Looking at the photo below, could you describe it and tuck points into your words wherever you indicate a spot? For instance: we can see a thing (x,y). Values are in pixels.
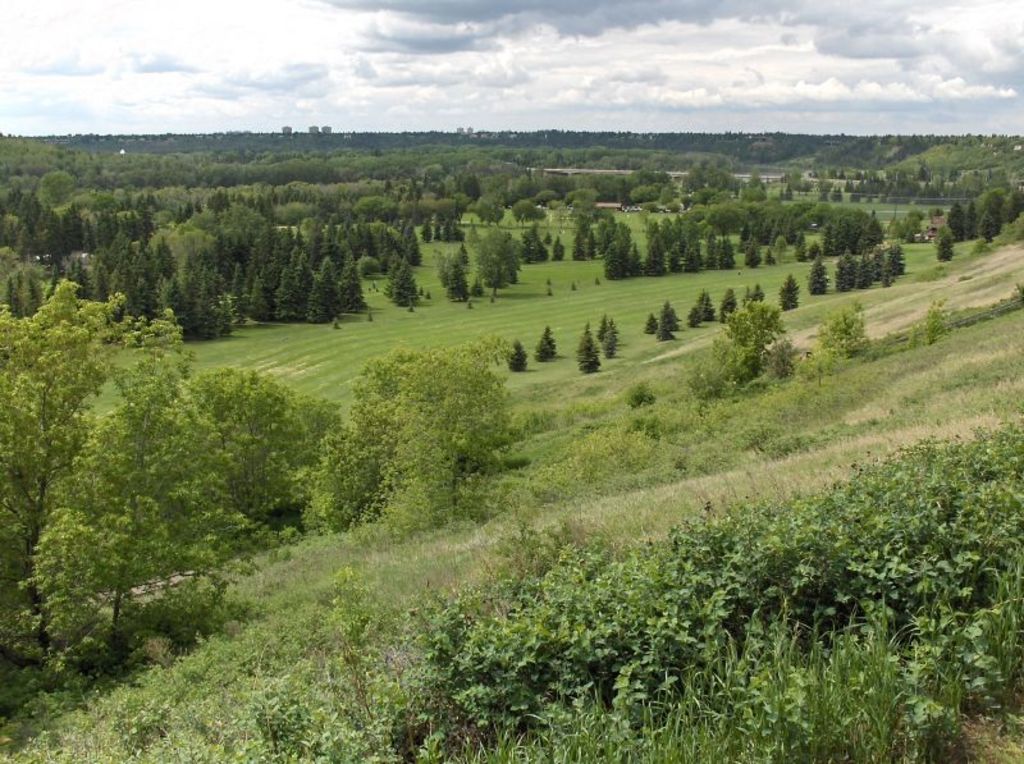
In this picture we can see some trees (506,233), grass (638,314) and plants (781,614), there is the sky (561,32) at the top of the picture (484,34).
